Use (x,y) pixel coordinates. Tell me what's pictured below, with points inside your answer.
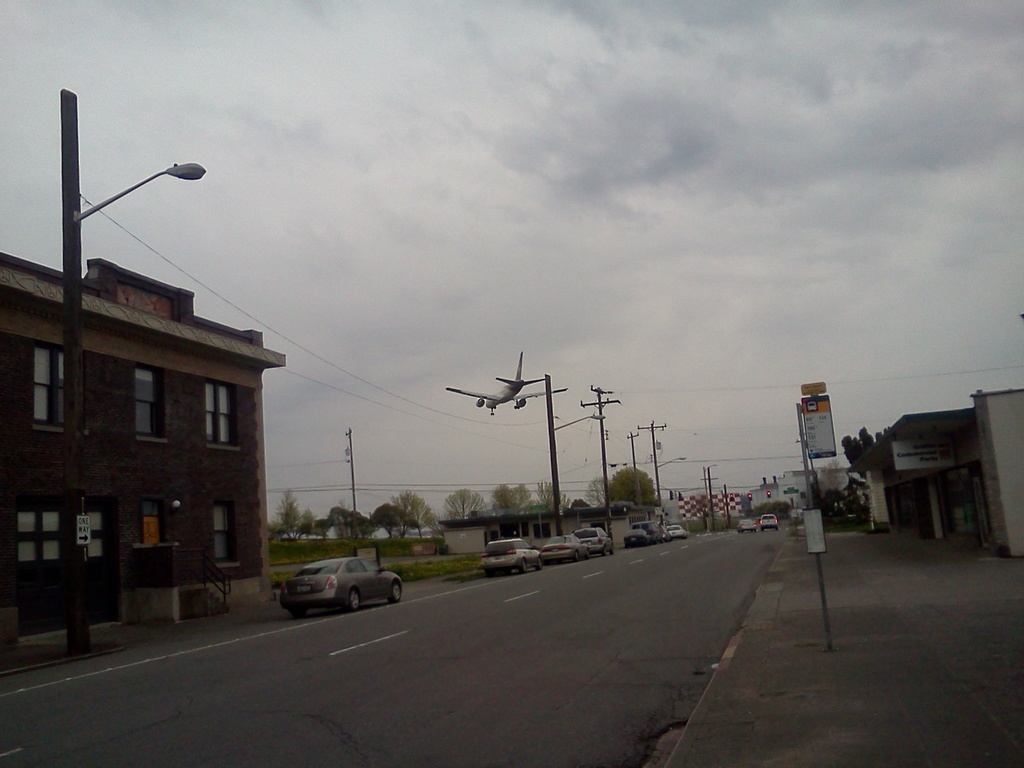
In this image we can see these vehicles (353,574) are parked on the side, we can see these vehicles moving on the road (116,684), we can see boards (830,408) to the pole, current poles (637,494), wires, buildings (39,574), light poles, trees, an airplane (509,383) is flying in the air (549,352) and the cloudy sky (529,333) in the background (500,266).
